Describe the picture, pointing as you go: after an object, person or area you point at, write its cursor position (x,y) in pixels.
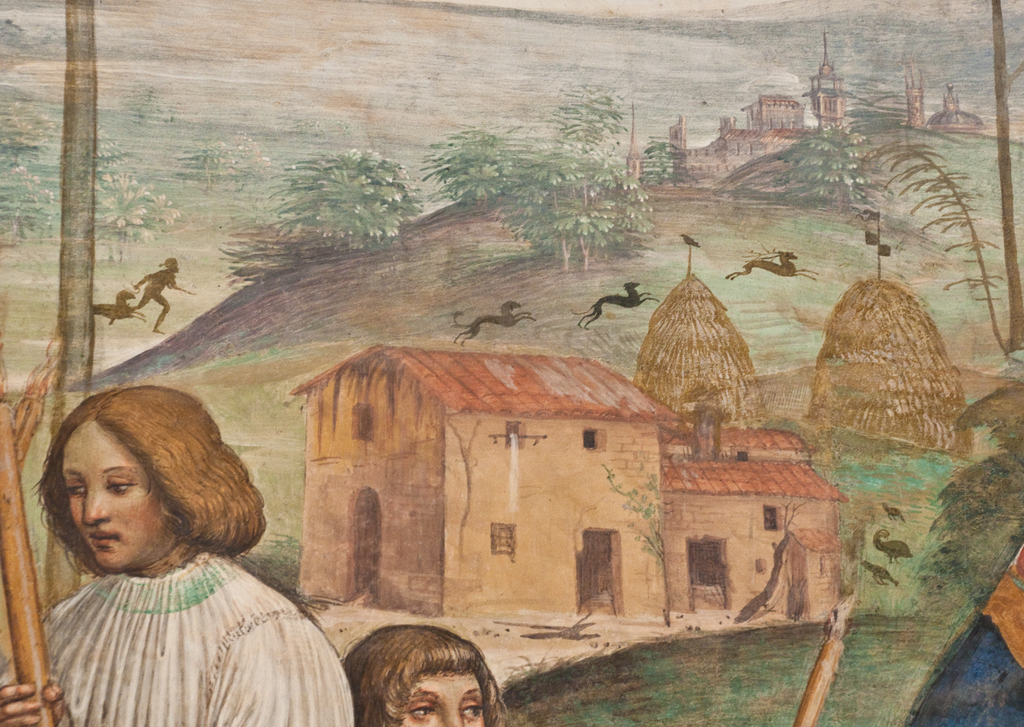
This is a painting and in this painting we can see houses (438,446), trees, animals (789,259) and some people (136,477).
